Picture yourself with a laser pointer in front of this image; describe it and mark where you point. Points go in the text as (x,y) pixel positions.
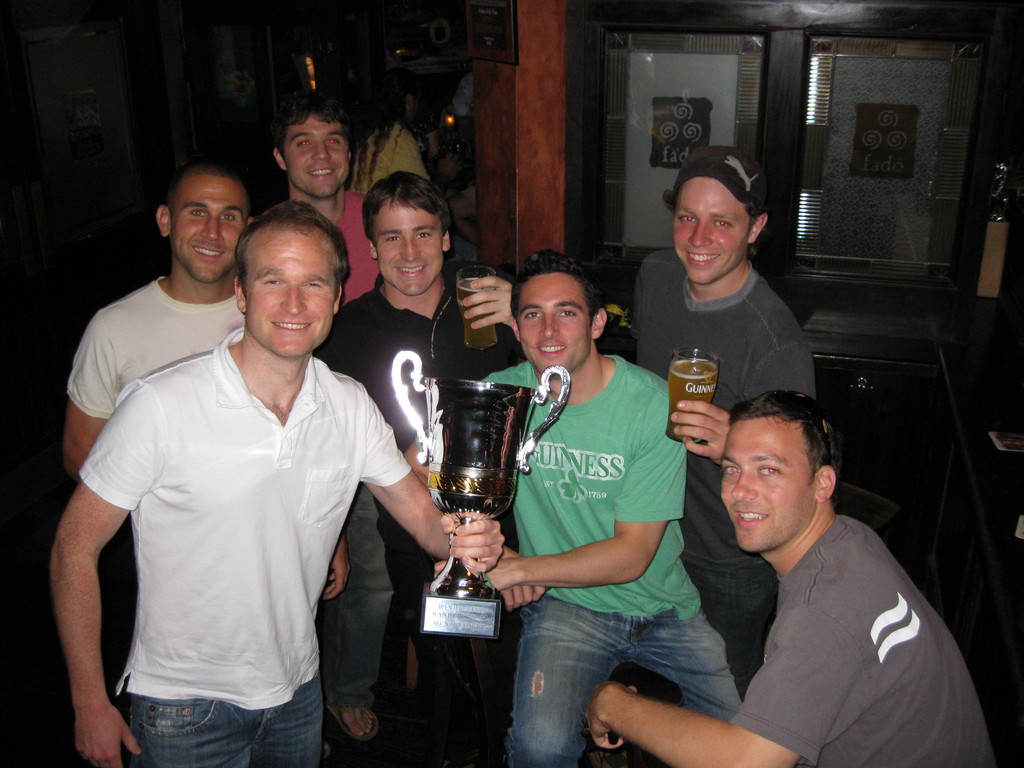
This picture describes about group of people (515,507) most of them are standing, in the middle of the image (416,439) two persons (497,544) are holding the trophy (489,499), and two persons (412,260) are holding the glasses (466,325).
